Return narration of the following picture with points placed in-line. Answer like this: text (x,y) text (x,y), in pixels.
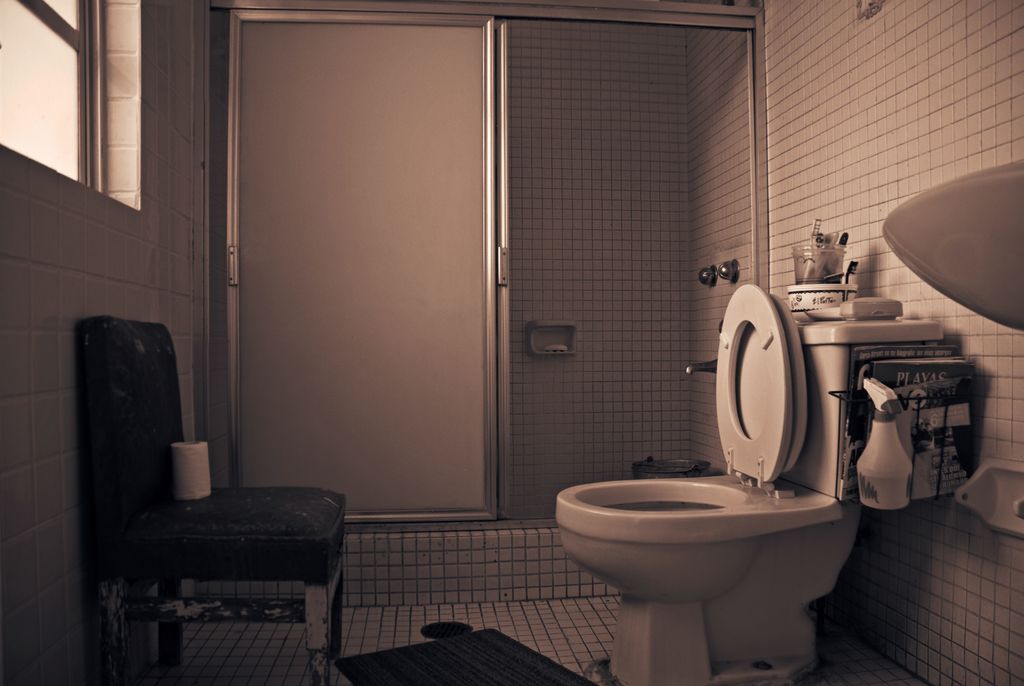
In this image I see a door (475,25), a toilet (724,330), a chair (119,322) and the window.
